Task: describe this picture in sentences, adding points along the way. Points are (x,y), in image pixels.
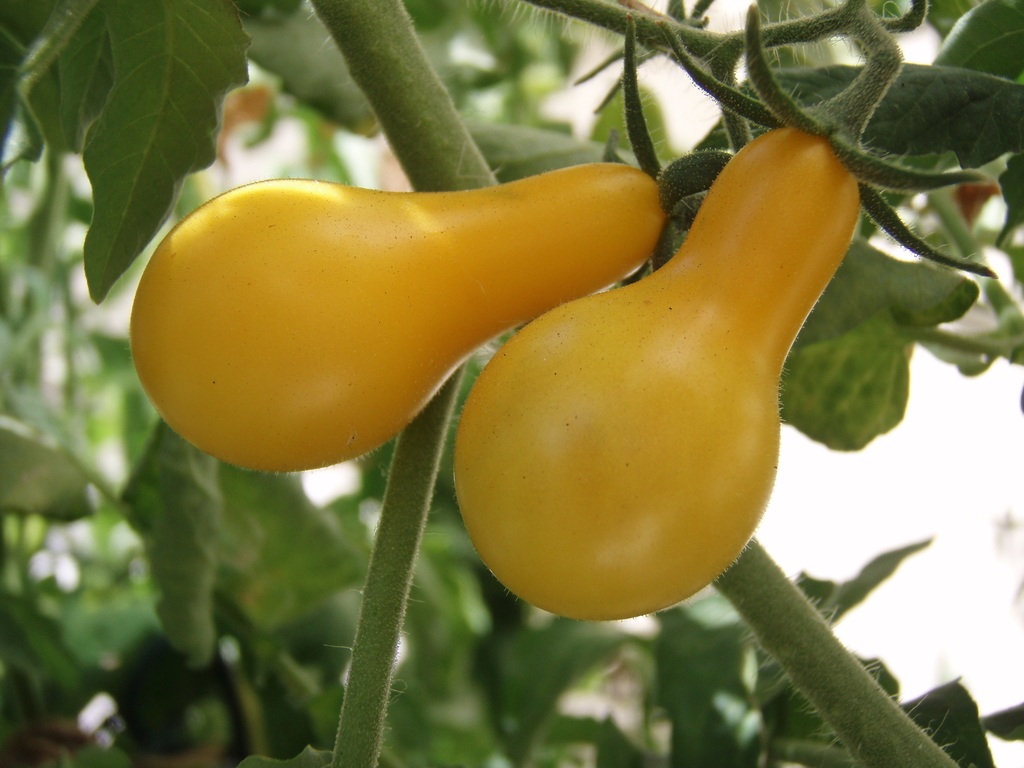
In this image there are pear tomatoes (640,309) to the vine (399,132) and there are few leaves (306,506).
